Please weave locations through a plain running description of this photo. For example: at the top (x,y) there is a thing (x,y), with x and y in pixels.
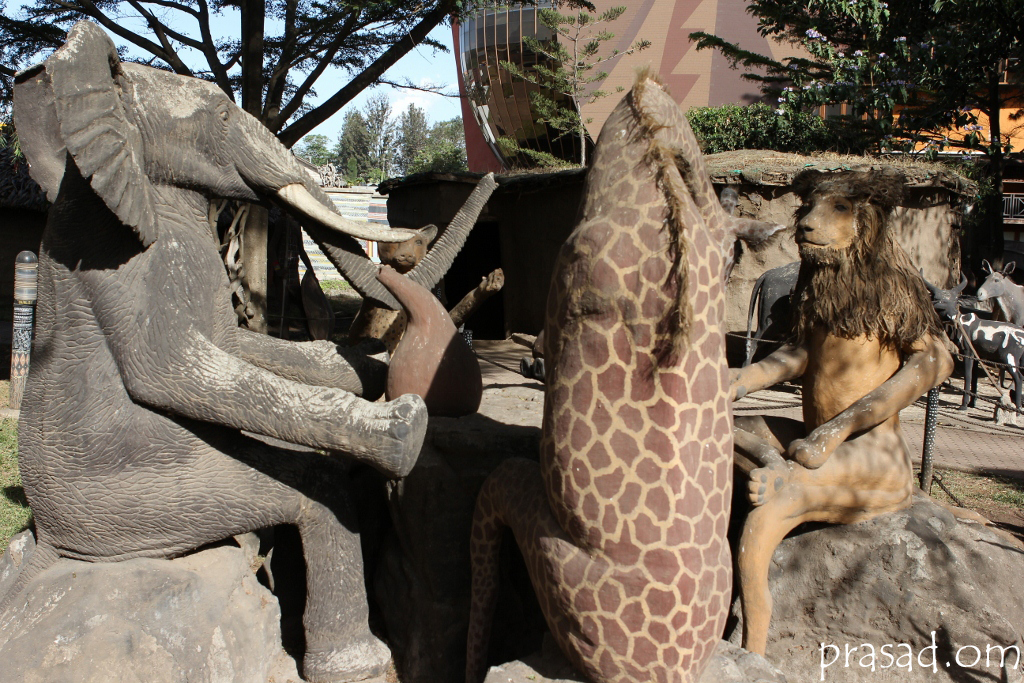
In this image we can see animal statues (857,376). In the background (436,132), we can see trees (400,139), buildings (647,35) and the sky (221,37). On the right side of the image (984,335), we can see a fence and animal statues (982,318). There is a watermark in the right bottom of the image (869,654).
